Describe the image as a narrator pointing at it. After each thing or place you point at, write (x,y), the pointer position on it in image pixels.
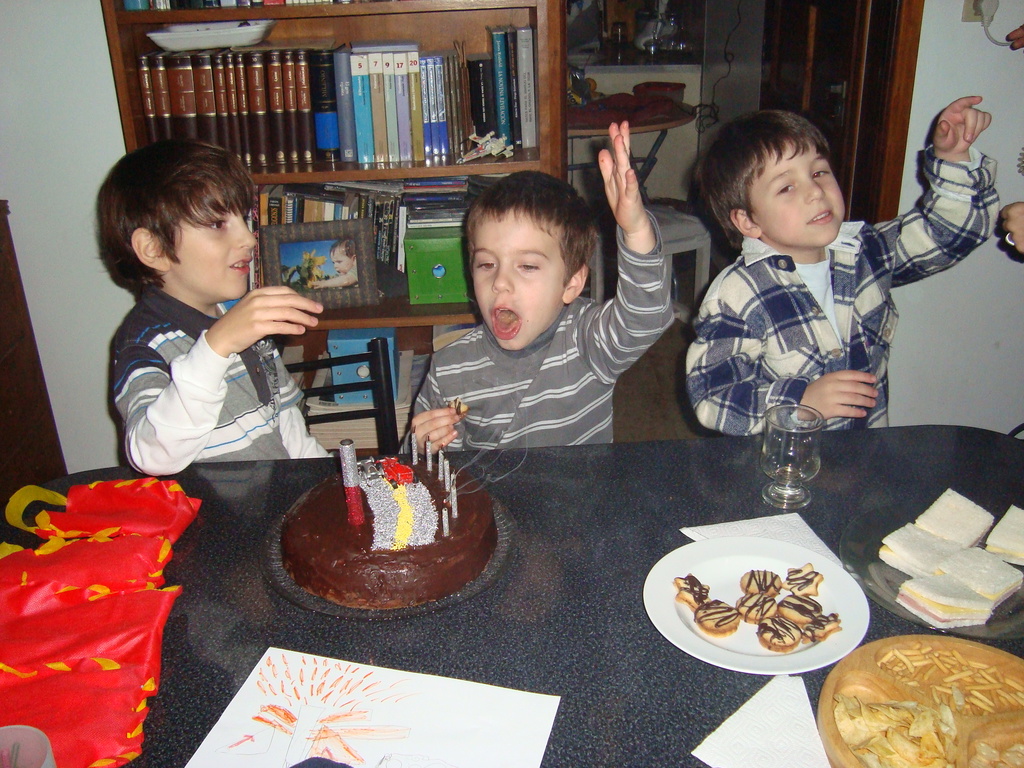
In the image we can see there are three kids (572,337) who are standing in front (814,371) and in front of them there are a cake (487,532) on which candles (445,484) are kept and on the plate (839,638) there cookies (792,624) and at the back (296,47) there is a shelf (391,112) in which books (319,110) are kept.
